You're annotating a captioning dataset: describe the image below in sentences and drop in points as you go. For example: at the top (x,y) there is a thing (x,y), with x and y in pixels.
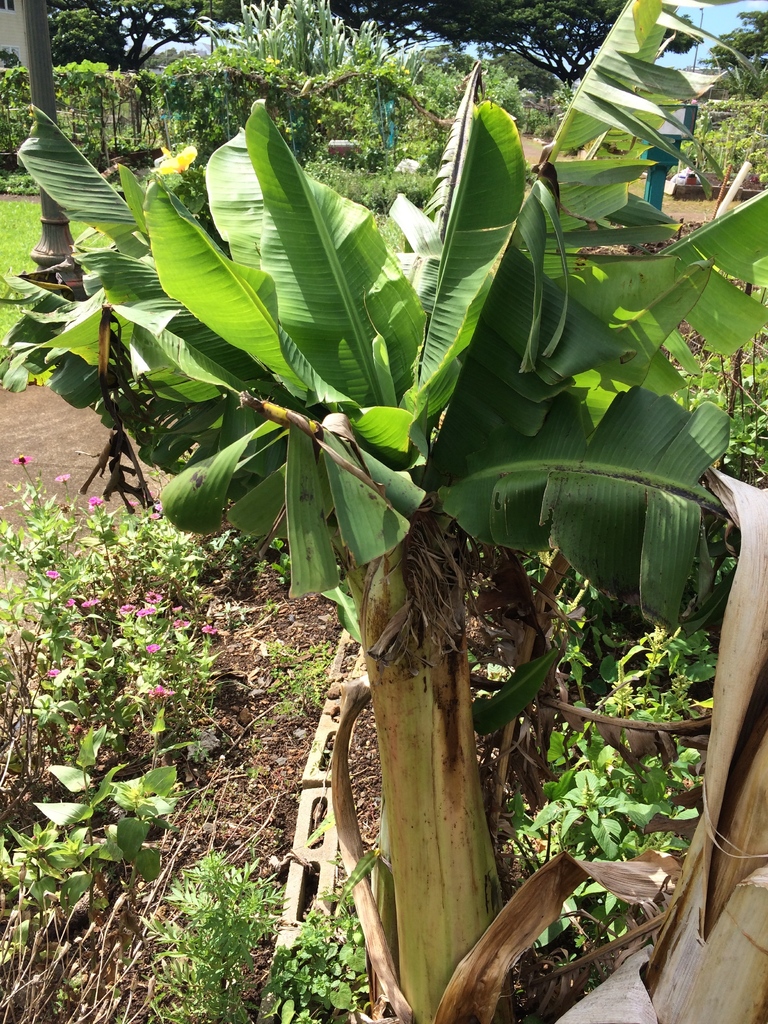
In the foreground of this picture (437,570), there is a tree (432,565) and in the background (159,622), there are plants (120,582), flowers (125,608), trees (57,42), path (45,427), pole (48,198), and the grass (19,261).
